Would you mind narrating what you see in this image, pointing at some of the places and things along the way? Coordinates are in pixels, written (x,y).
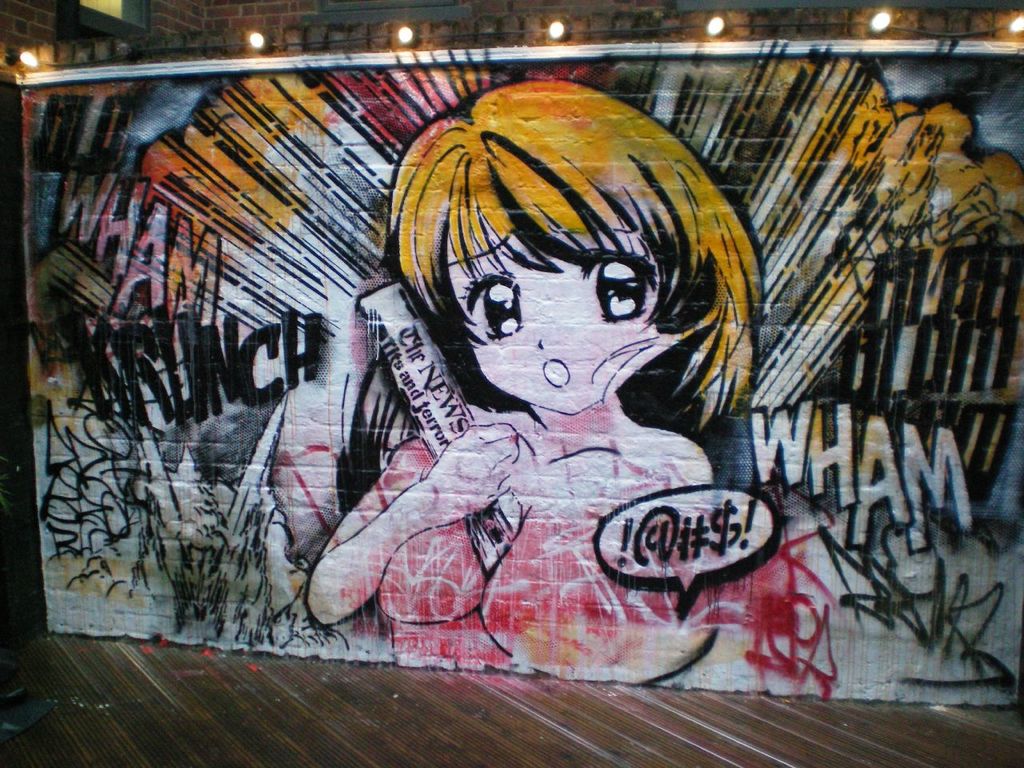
In this image we can see a picture of a cartoon (460,492) painted on the wall (516,504). We can also see some lights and the floor (235,712).
